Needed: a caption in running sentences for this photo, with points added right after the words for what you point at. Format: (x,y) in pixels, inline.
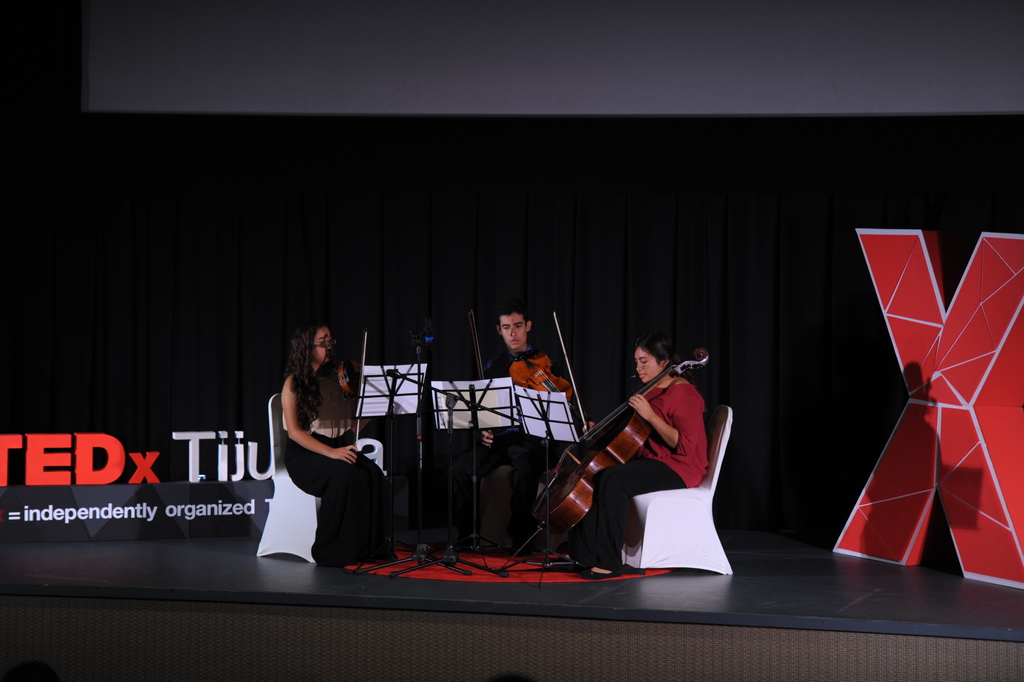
There are three people (352,396) sitting in a white chair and playing string instruments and there is a stand (481,408) in front of them which has a white paper (410,396) on it and the background (413,239) is black in color with something written on the left corner (123,466).
